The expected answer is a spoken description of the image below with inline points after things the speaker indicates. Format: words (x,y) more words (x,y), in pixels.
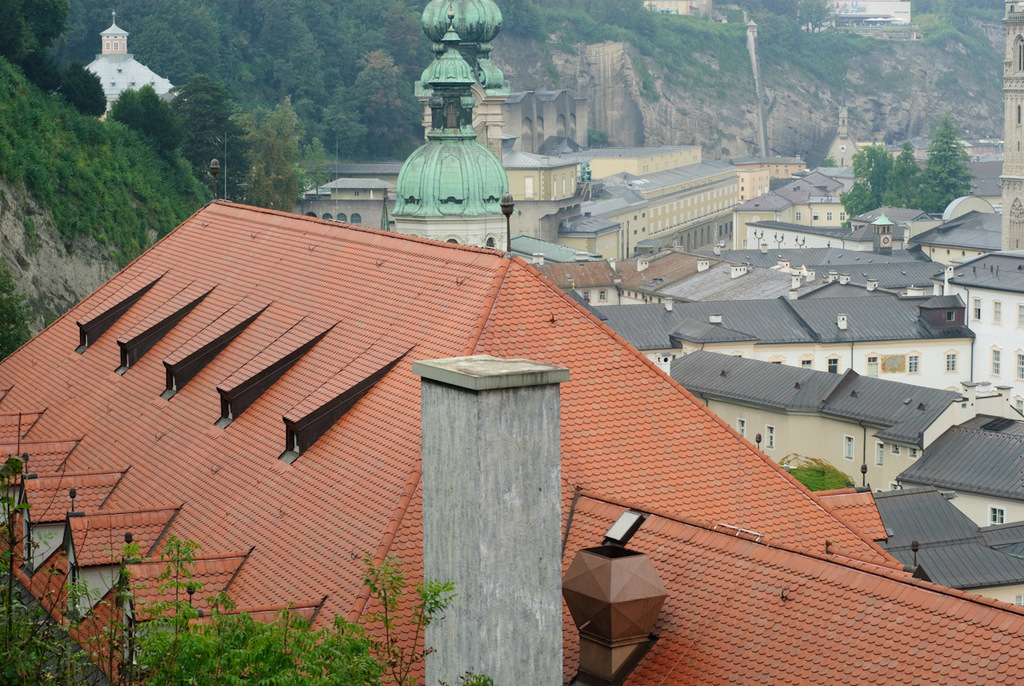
In this image I can see few buildings (698,558) in brown, cream and green color. In the background (320,53) I can see few trees (207,99) in green color.
